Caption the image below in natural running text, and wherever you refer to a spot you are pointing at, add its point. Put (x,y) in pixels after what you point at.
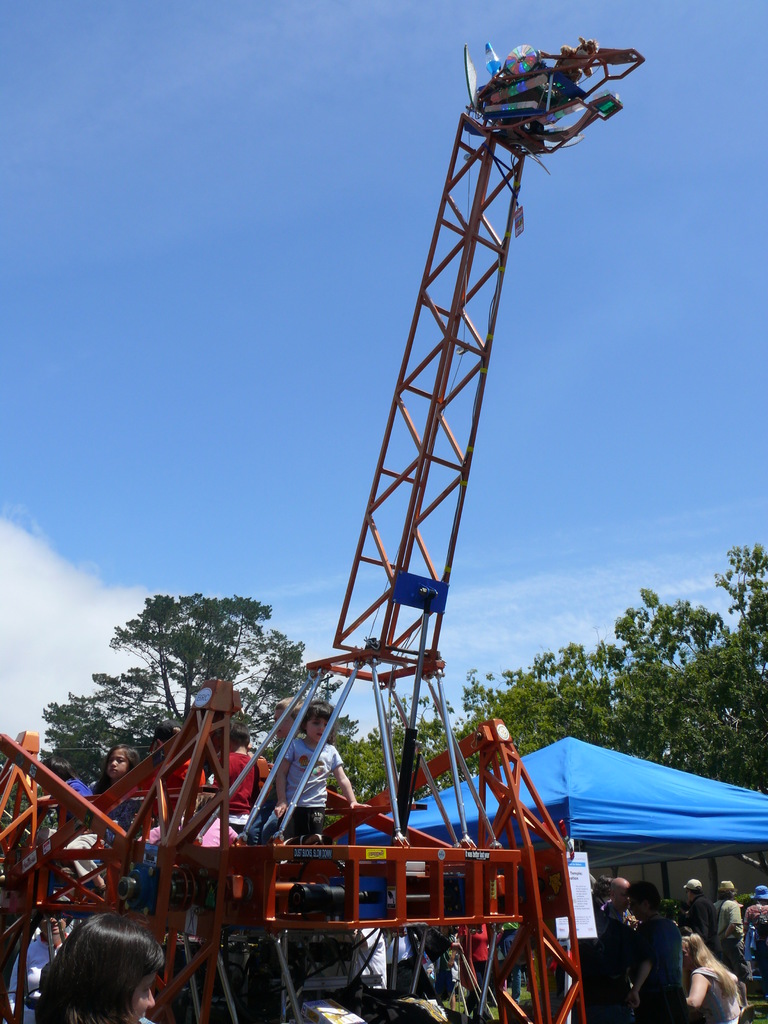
As we can see in the image there is a clear sky (302,357) and there is a crane (300,861) in front (319,779) in which many kids (313,786) are riding and behind the crane (424,851) there are lot of trees (518,683) and in front of the trees (690,683) there is a blue colour tent (613,784) and below it people (644,934) are standing on the ground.
